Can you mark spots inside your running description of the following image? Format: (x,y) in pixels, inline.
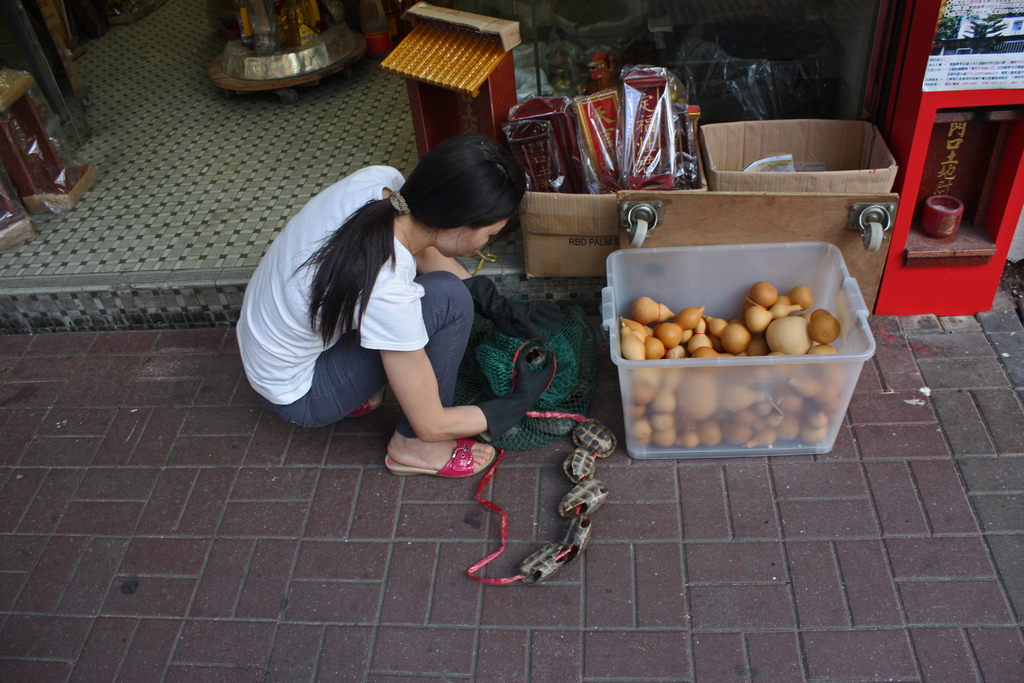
In the picture I can see a woman (334,231) wearing white T-shirt (284,269) is crouching and holding few objects (503,347) in front of her and there is a container (703,375) which has few objects (734,335) placed in it and there are few other objects (366,24) in the background (342,26).
